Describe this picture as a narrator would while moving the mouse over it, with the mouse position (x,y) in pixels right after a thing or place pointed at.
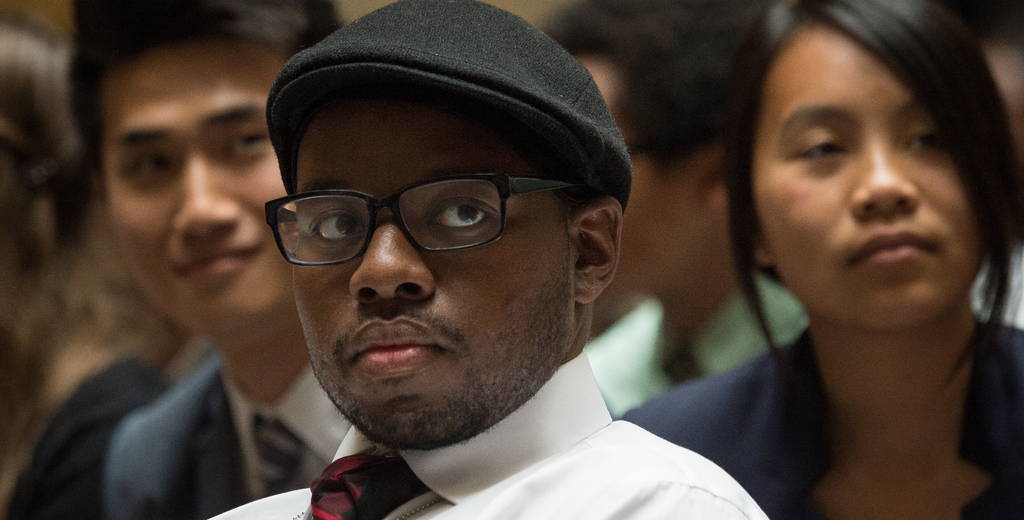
In the picture I can see people (489,366) among them the man (532,413) in the front of the image (394,392) is wearing a cap (423,14), spectacles (463,232), a white color shirt (508,468) and a tie (340,499). The background of the image (163,340) is blurred.
